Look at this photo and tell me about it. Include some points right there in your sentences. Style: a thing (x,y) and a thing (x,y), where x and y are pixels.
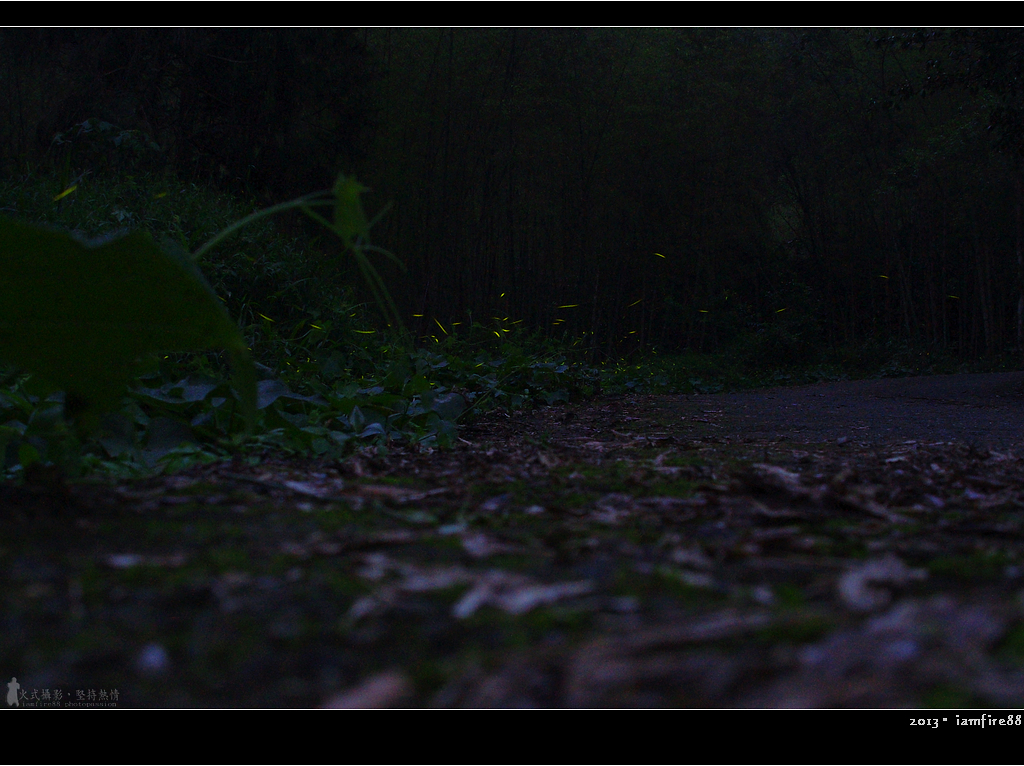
In this picture I can observe some plants (462,347) in the middle of the picture (518,372). In the bottom of the picture (434,571) I can observe dried leaves (593,582) on the ground (505,515). The background (835,133) is completely dark.
